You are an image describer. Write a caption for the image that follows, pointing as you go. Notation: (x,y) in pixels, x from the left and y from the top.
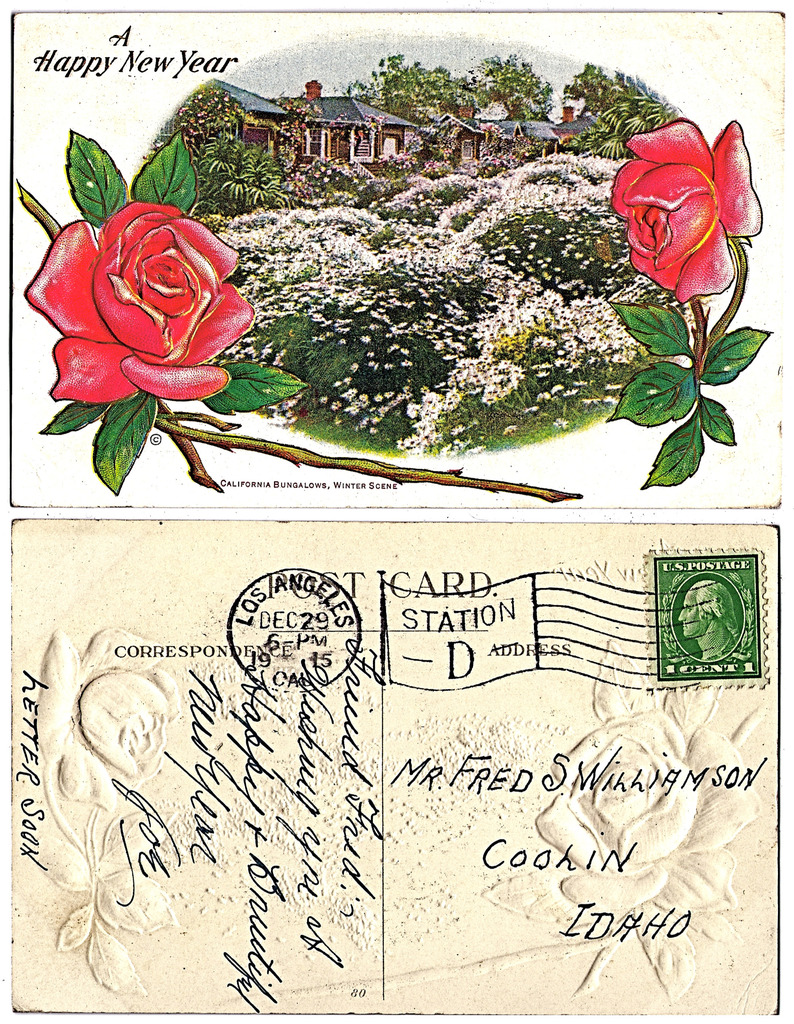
In the picture I can see collage of two images and the above image has few flowers (238,304) and houses (399,124) and there is something written in the left top corner (127,74) and in the below image there is a post card (383,719) which has something written on it.
